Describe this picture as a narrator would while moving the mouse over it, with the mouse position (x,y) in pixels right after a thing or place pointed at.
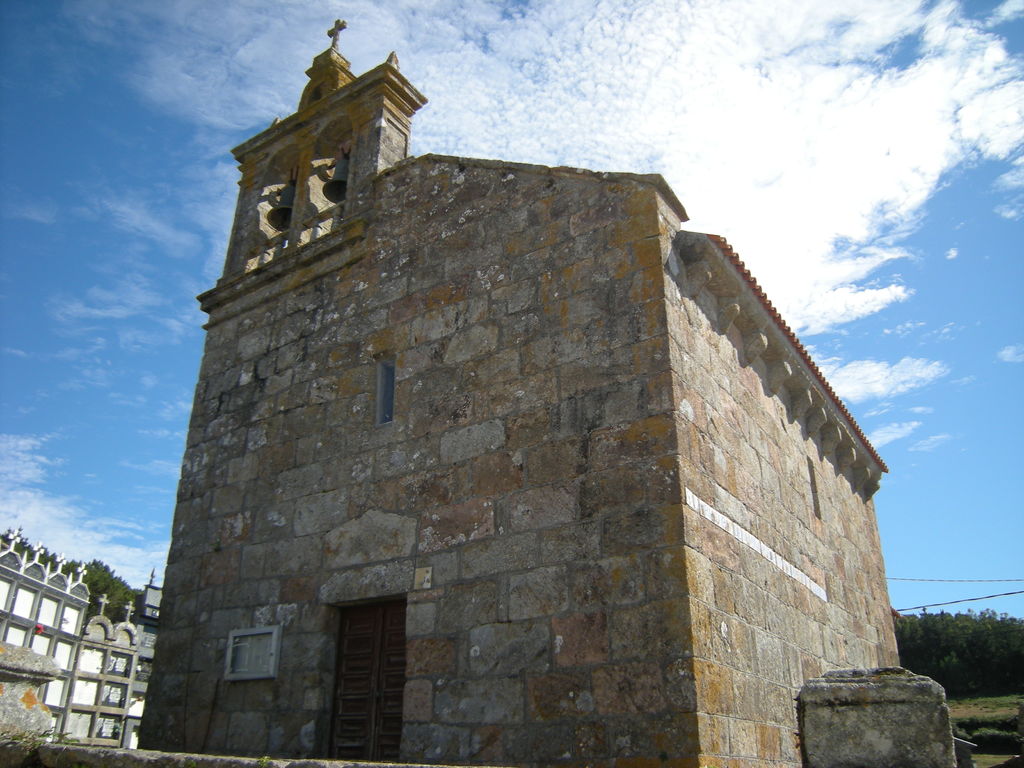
This picture is clicked outside. In the center (491,376) we can see the building (314,719) and we can see the door (398,704) and window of the building (521,503). In the background (942,281) there is a sky (951,230) and we can see the trees (974,670), plants (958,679), cemetery niches (99,680), and some objects (965,750).
